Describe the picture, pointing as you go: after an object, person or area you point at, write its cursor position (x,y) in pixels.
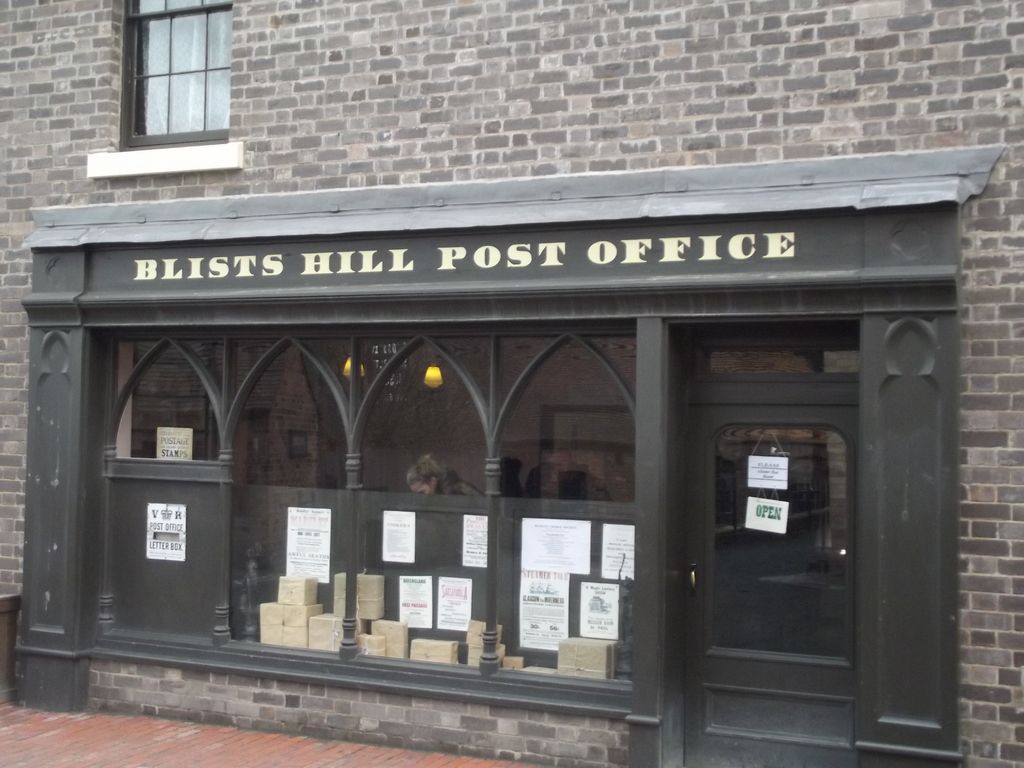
In the center of the image (623,369) there is a building (652,643) and we can see a door (757,675) and a window (217,94). There are papers (402,554) placed on the wall (216,549).
